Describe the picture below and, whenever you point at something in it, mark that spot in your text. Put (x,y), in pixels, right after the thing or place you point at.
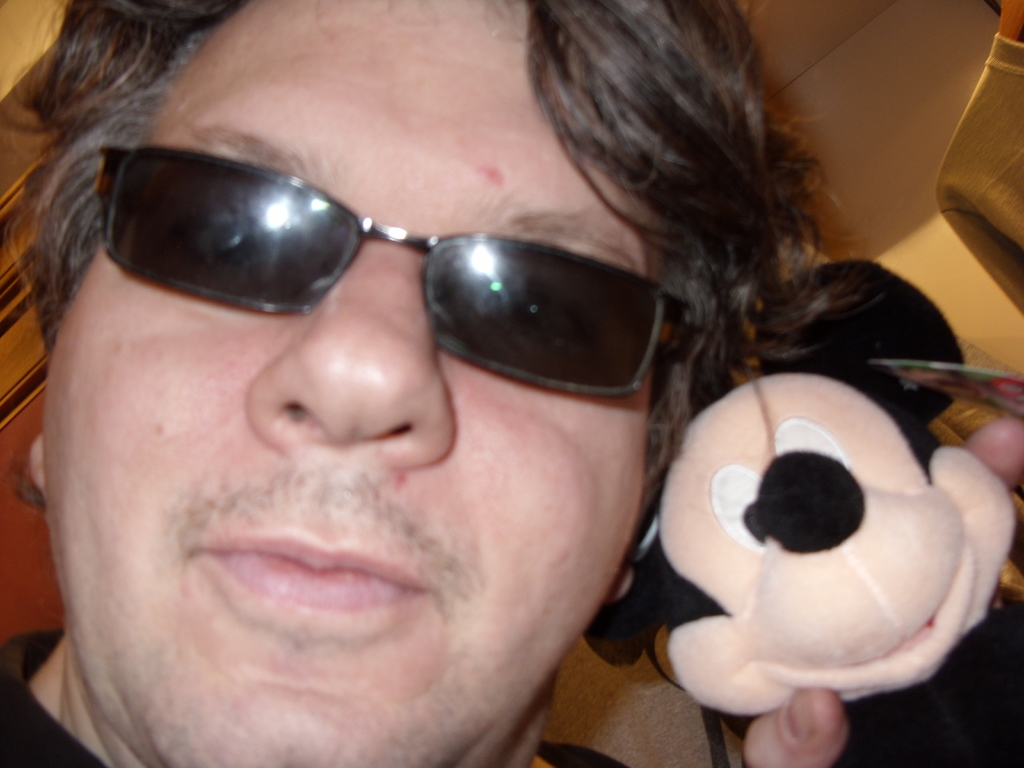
In the picture there is a man (559,408) and a toy (891,380) present.
